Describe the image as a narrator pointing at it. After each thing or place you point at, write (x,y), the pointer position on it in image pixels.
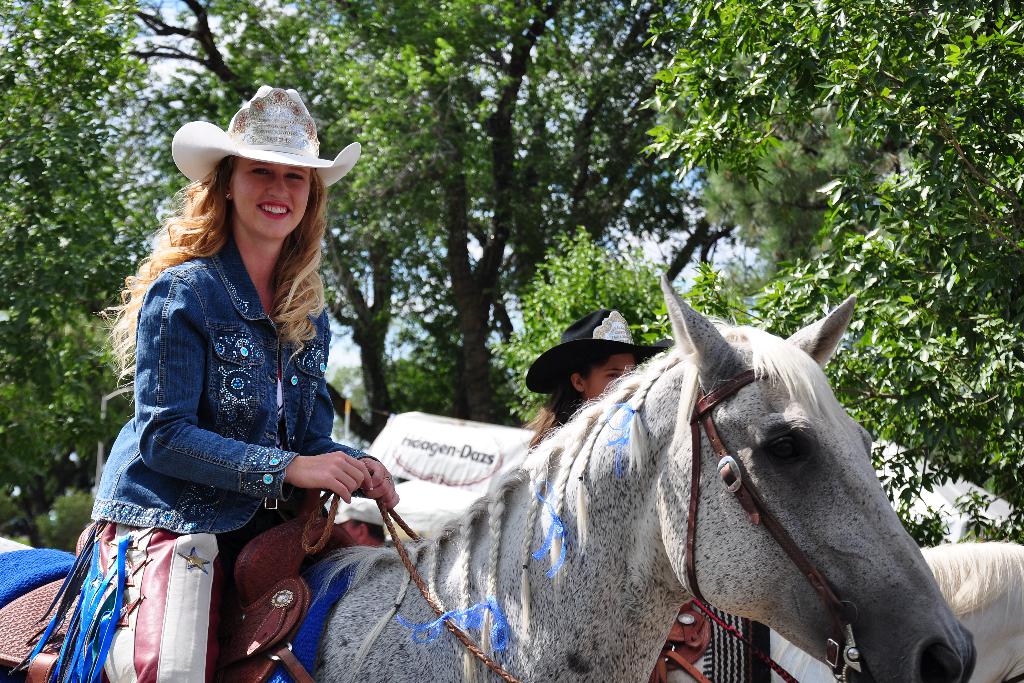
In this picture we can see two women (528,385) wore cap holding ropes (317,507) in their hands (355,484) and sitting on horses (604,681) and here woman (246,331) is smiling and in background (355,74) we can see trees (443,246).
